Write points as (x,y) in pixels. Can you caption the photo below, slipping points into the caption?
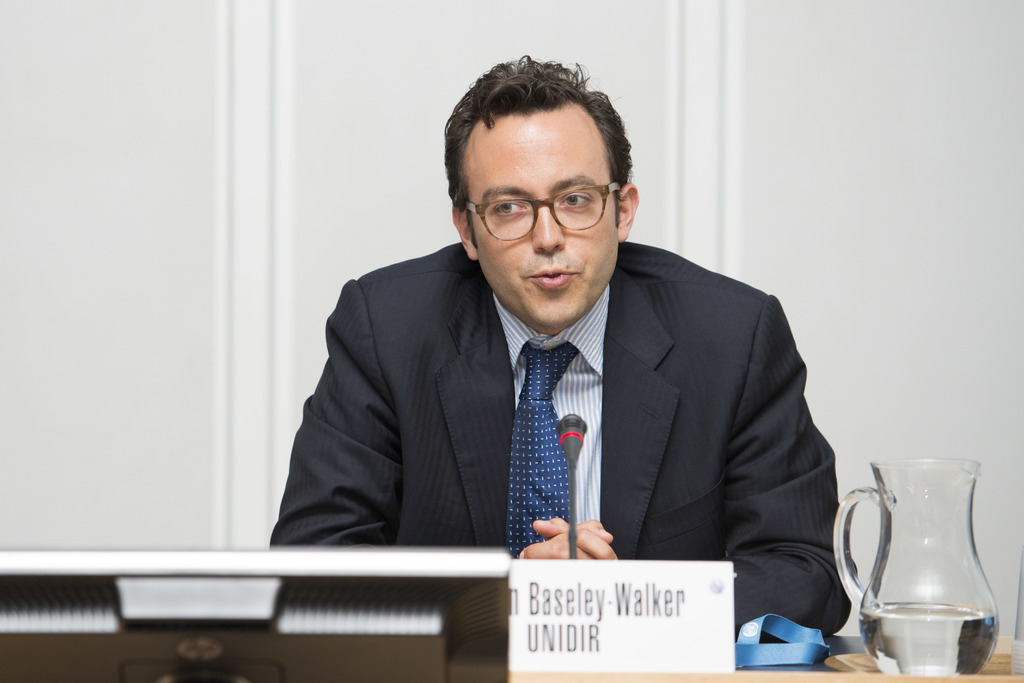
In this image in the front (407,605) there is a monitor (352,627). In the center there is a name plate (603,630) with some text (578,629) written on it and there is a jar (931,591) and in the background (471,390) there is a person (541,400) speaking and there is a mic (566,457) in front of the person (598,448) and behind the person (567,320) there is a wall (229,176) which is white in colour.
